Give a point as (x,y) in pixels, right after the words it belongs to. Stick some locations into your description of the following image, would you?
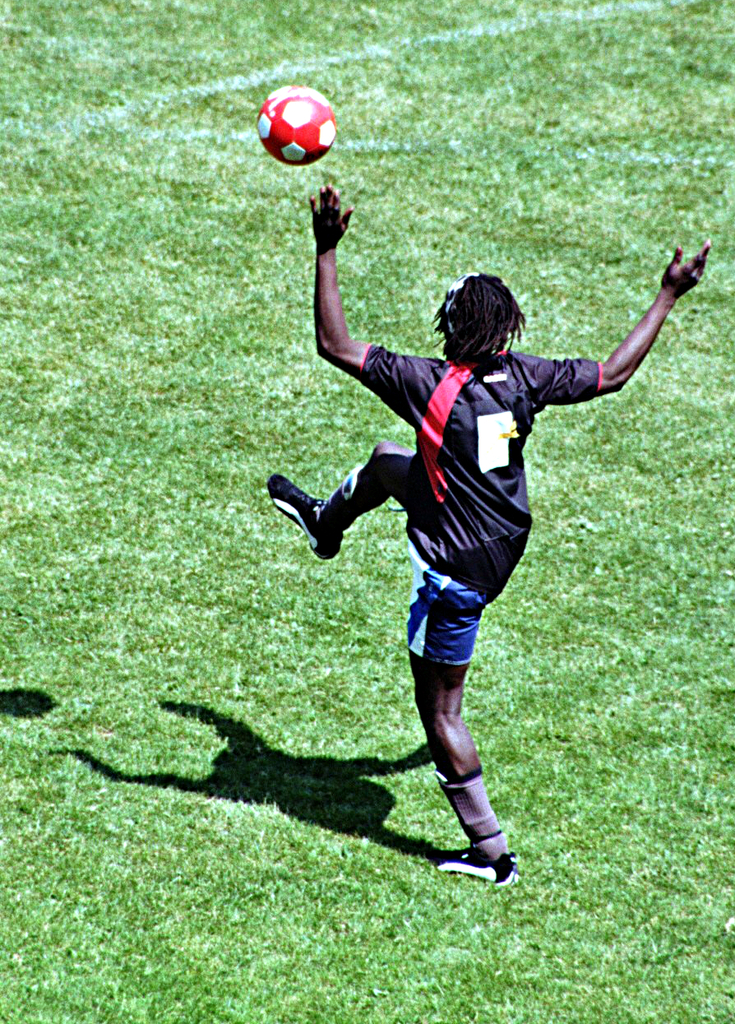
This picture shows a man (362,491) playing a football (315,109) and we see grass (166,473) on the ground (495,191) and we see a ball (273,104) in the air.
